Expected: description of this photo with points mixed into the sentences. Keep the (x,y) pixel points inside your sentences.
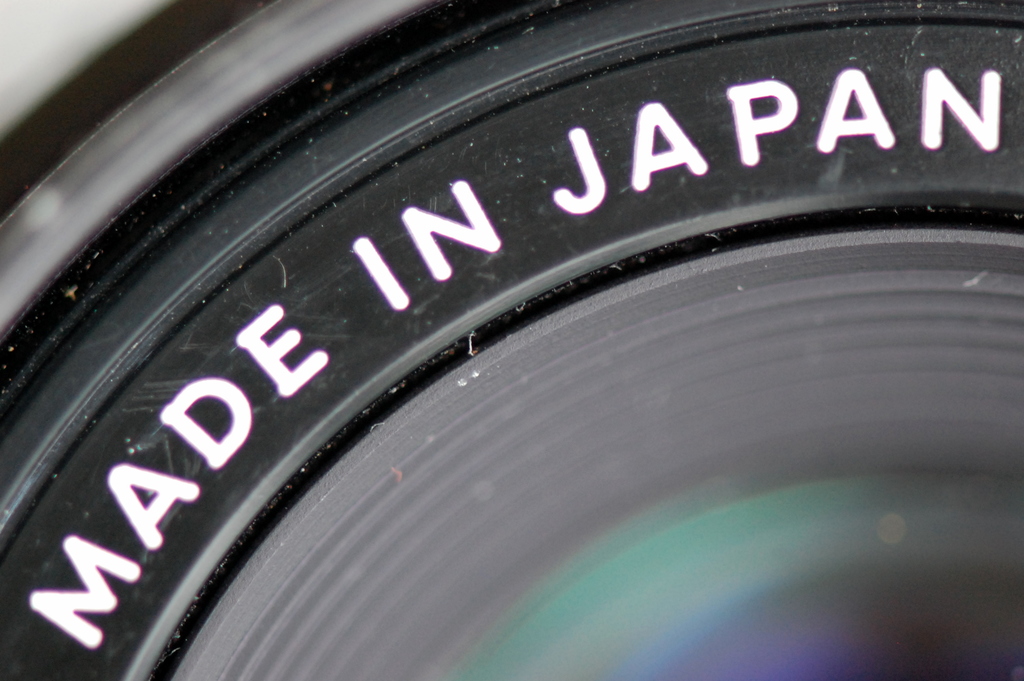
This picture looks like a lens (682,457) of a camera (723,423) and I can see text (496,234) on it.
